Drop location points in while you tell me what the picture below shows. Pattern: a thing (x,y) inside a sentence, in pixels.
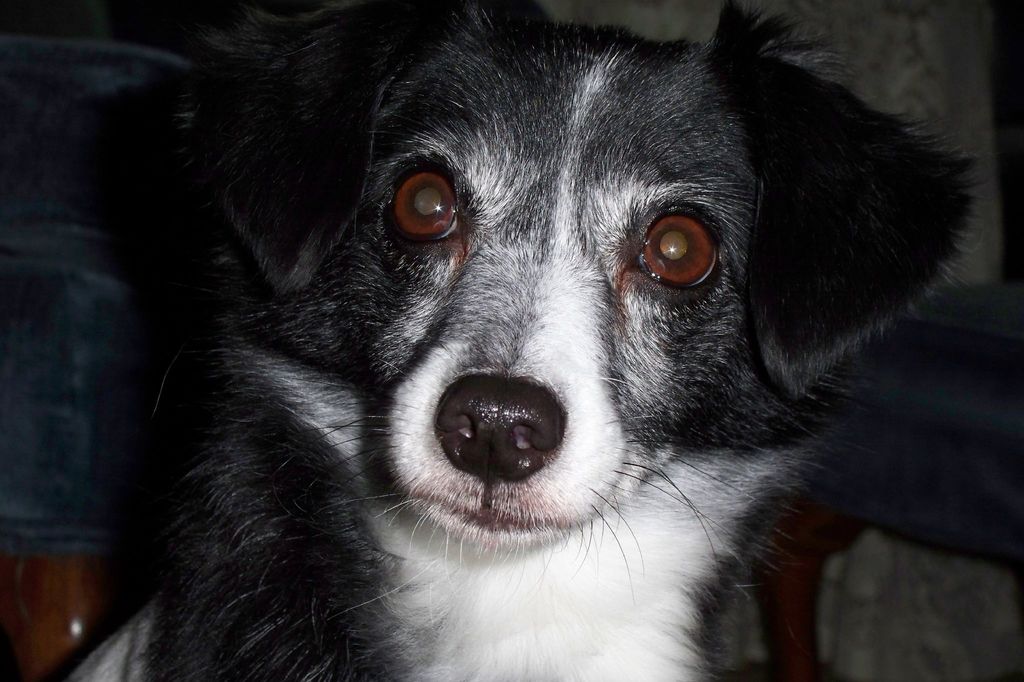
In the image we can see a dog (138,648).
